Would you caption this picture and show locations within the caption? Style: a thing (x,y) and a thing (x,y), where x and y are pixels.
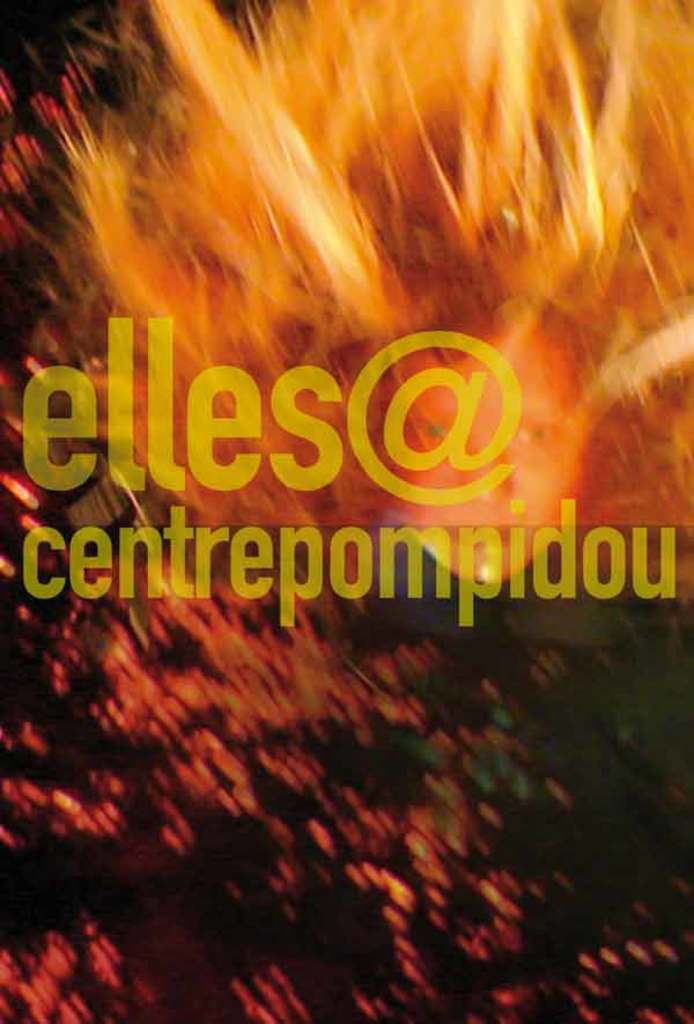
This is an edited image, in this image there is fire (544,106), in the middle (310,472) there is some text (279,458).
